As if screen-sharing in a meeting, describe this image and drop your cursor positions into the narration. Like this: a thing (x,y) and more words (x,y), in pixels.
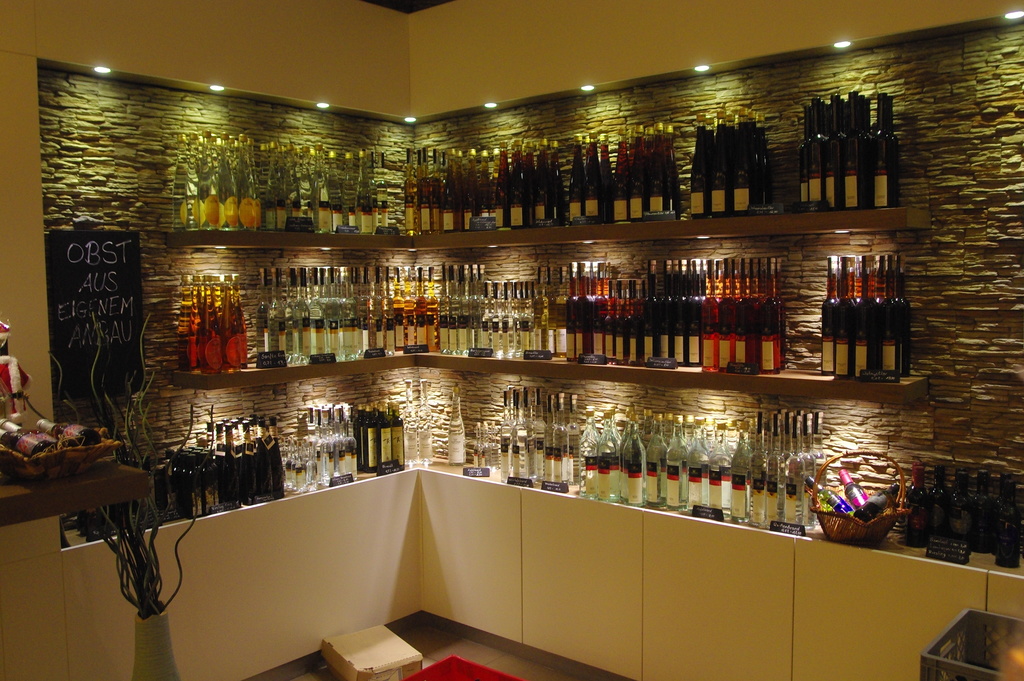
In the picture we can see many bottles (626,458) are placed on the shelves (696,383). Here we can see a basket (827,525) and few objects (22,448) are placed on the table (716,632) and we can see the lights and board (90,312) here.
